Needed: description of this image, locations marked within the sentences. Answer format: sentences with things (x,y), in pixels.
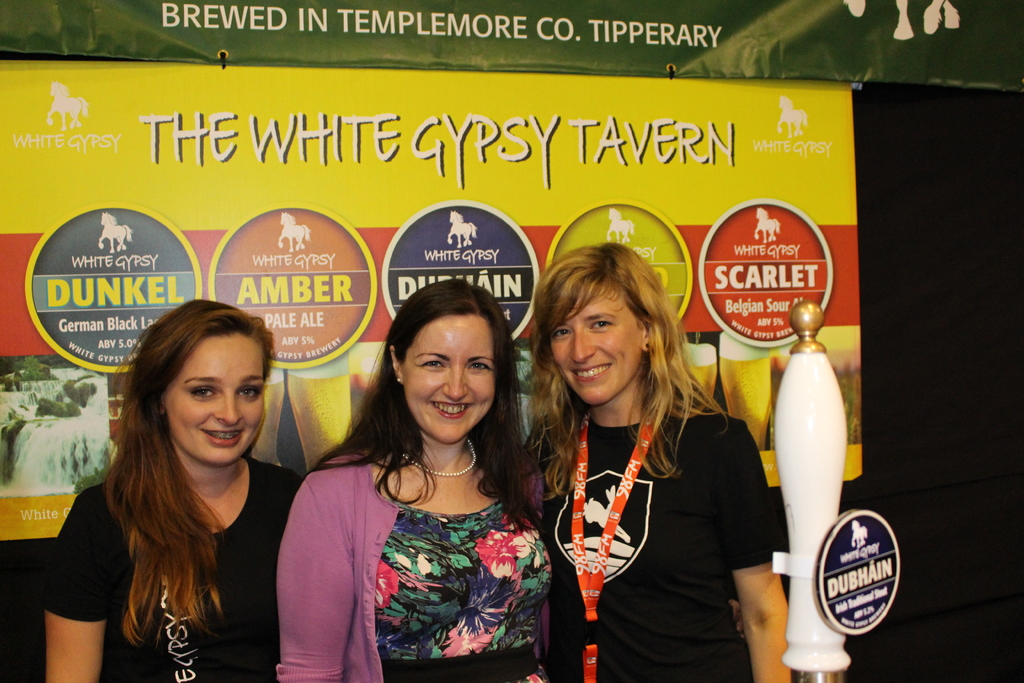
In this image in the foreground (445,444) there are three people (454,472) standing and they are smiling, and in the background (733,268) there are boards (676,169). On the boards (561,170) there is text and there is some object (813,452) in the foreground (812,512), and there is a black background (935,147).
